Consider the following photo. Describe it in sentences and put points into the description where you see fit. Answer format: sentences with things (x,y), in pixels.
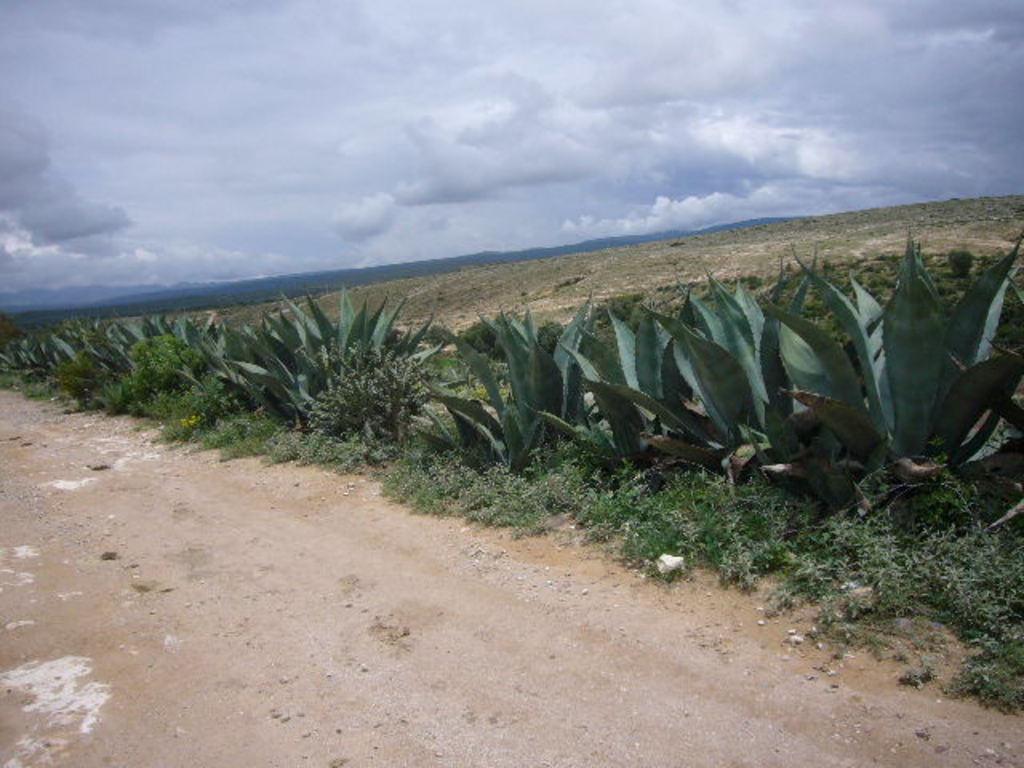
In this image, we can see few plants (983,299), grass (436,509). At the bottom (345,513), there is a walkway (676,685). Background (544,222) there is a cloudy sky (441,177).
